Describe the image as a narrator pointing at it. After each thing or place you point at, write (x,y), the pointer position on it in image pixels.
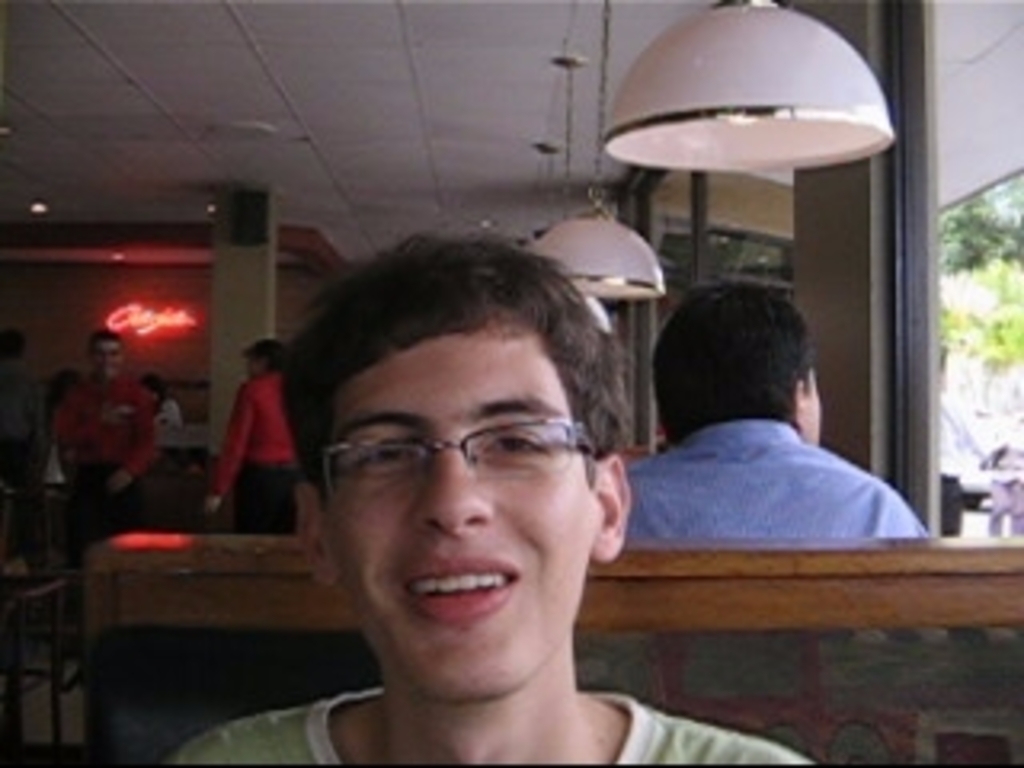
In this picture there is a man (408,678) sitting in the sofa (272,700). He is wearing green color T shirt (291,728) and spectacles (575,432). In the background (229,449) there are some people (11,409) standing. I can observe some lights (603,270) hanged to the ceiling (555,90). On the right side (971,192) there is a glass (983,298). In the background (958,317) I can observe some trees (980,237).
